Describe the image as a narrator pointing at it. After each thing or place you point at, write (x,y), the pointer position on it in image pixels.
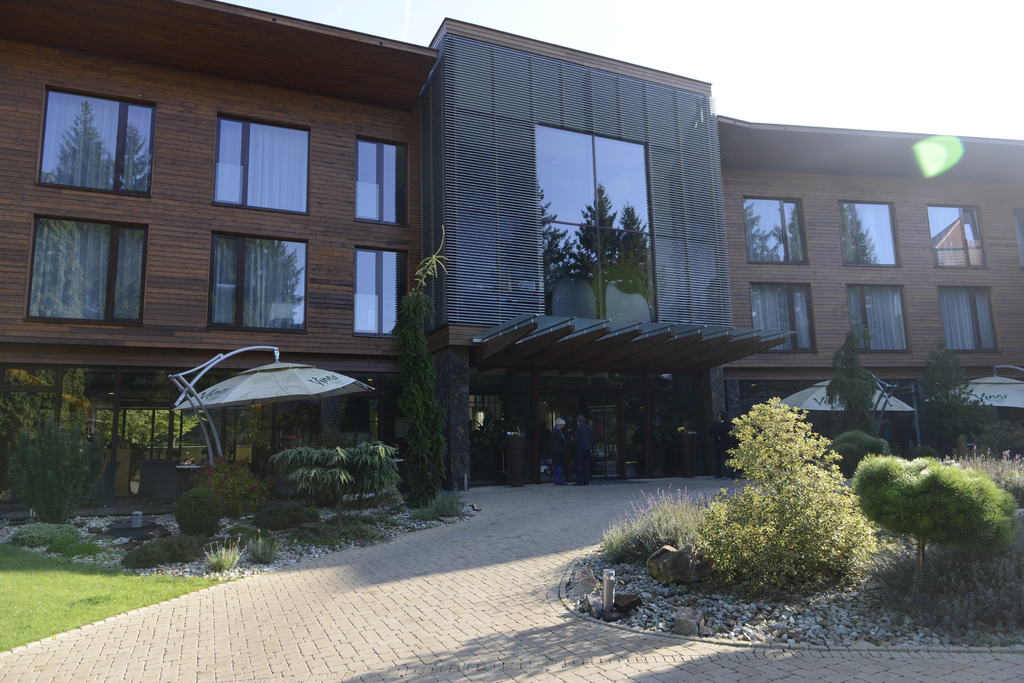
In the image there is a building (513,248) in the back (820,267) with many windows (357,265) on it, in the middle (414,448) there is a road (463,599) with plants (739,544) on either side of it and above its sky (673,31).
